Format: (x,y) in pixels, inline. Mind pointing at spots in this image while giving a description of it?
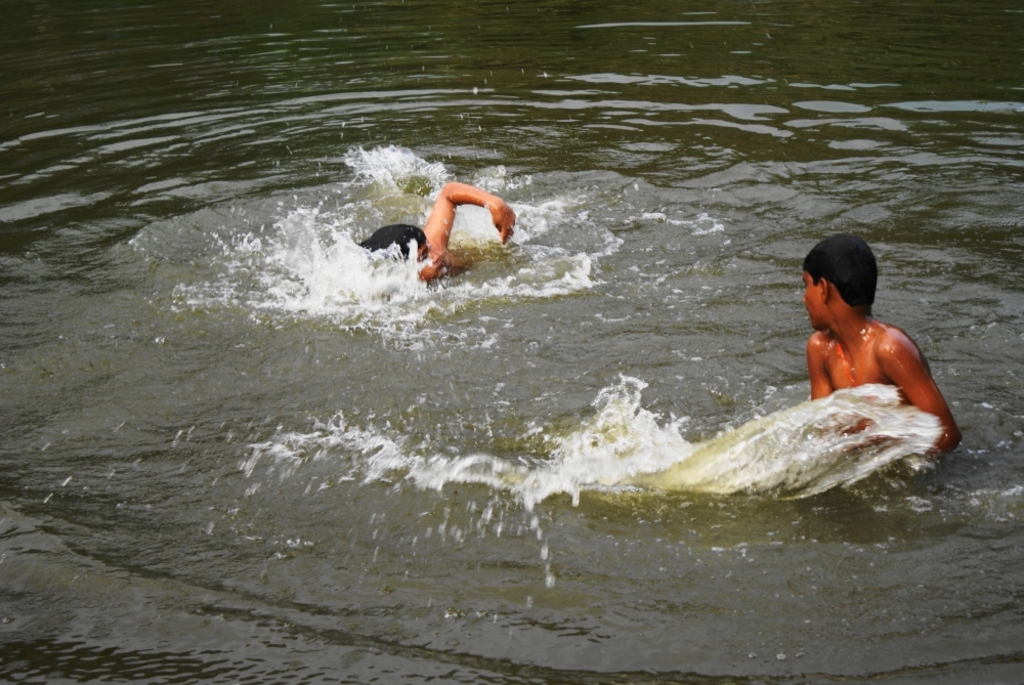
In this image I can see two persons (835,339) swimming in the water (432,168).
